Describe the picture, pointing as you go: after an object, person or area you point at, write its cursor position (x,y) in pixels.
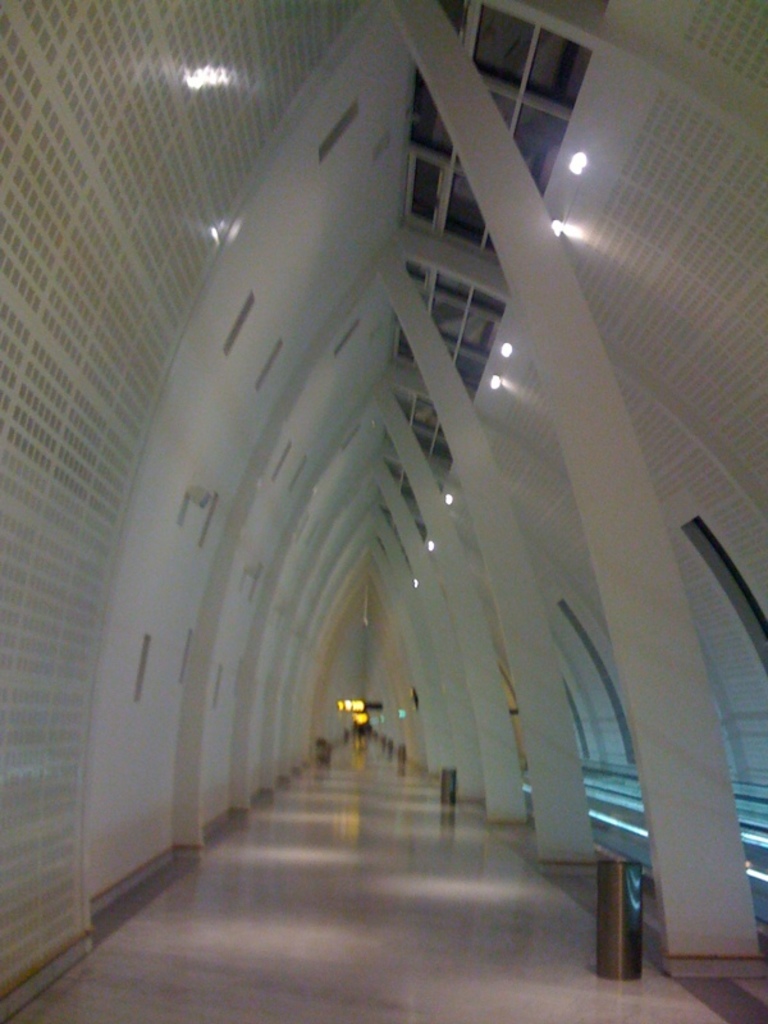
This is clicked inside a building (290,362), there is a v shaped ceiling wall (644,419) with lights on it, there are dustbins (620,889) on the floor (499,872) with a path (562,951) in the middle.
